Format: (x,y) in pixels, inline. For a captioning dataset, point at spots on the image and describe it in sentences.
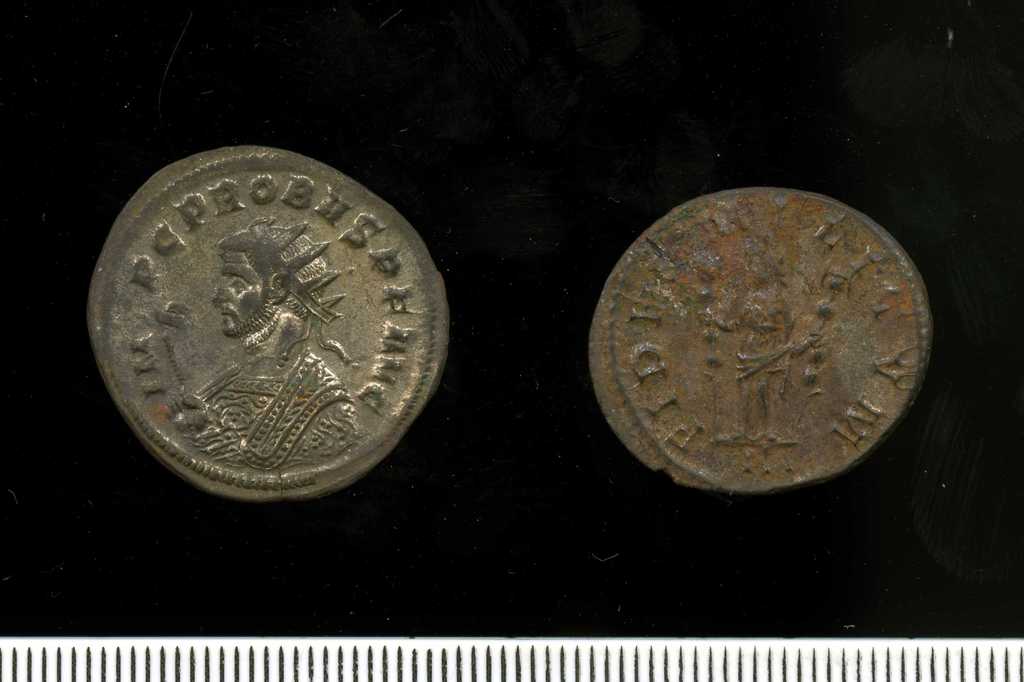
In this image, we can see two coins (613,380) with some text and figures (808,377) on the black cloth (558,356). At the bottom (392,671), we can see a white color object (573,662) with black lines (844,664).
